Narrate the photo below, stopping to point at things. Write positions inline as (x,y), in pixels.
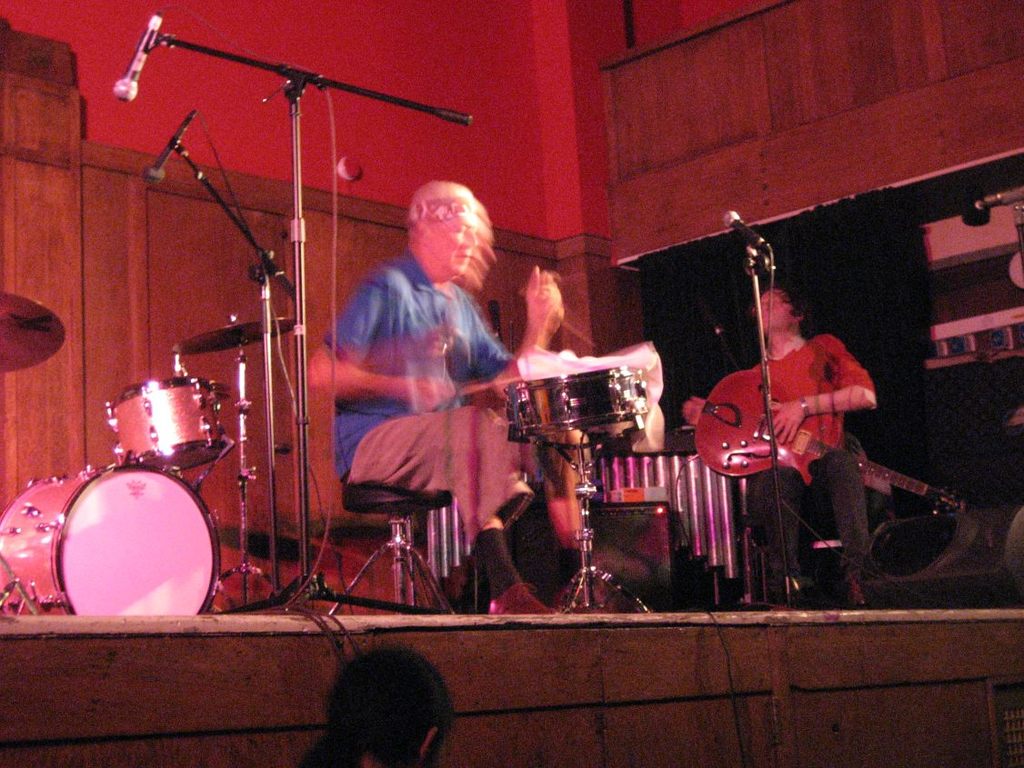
In this image there is a person (395,281) wearing a blue shirt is playing drums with the help of a stick (502,378). At right side (720,471) there is a person (838,430) wearing a red shirt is holding a guitar (922,486). At the front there is a mike stand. At the left side (175,609) there is a musical instrument (7,357) before there are two mike stands (133,96).
